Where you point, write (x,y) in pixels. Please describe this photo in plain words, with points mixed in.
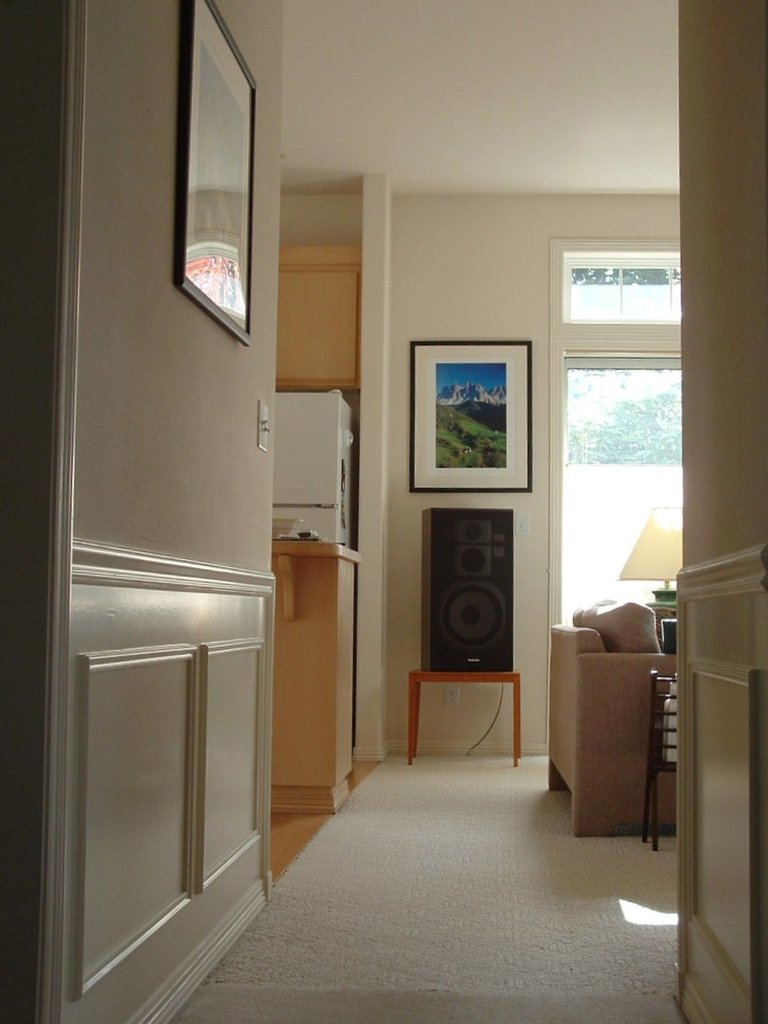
This image is taken in the room (562,739). In this image there is a sofa (627,671) and we can see a cushion (616,647) placed on the sofa (638,663). We can see a lamp (674,572) and there is a speaker (487,668) placed on the stool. On the left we can see a countertop (345,560) and there is a refrigerator (331,532). We can see frames (480,475) placed on the walls (530,592). In the background (565,461) there is a window (615,393). At the bottom (513,937) we can see a carpet (478,925).
